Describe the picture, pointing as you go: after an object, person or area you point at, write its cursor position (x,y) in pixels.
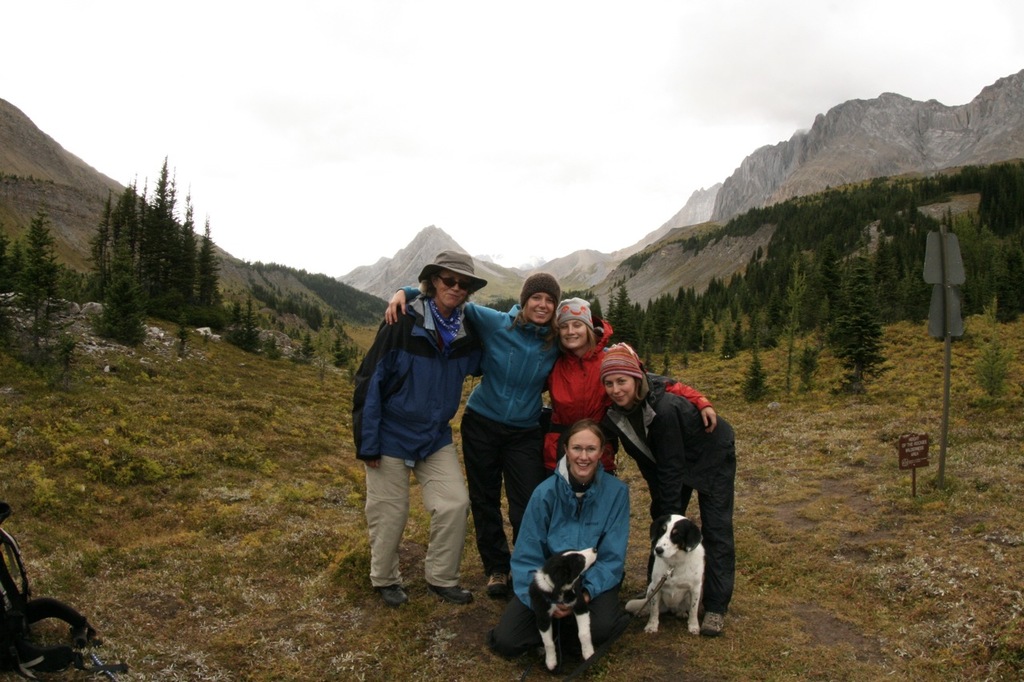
In the image there are few people (491,486) in the foreground (491,486), they are posing for the photo and around them there is a grass surface (72,464) and behind them there are trees (140,311) and mountains (80,243).
